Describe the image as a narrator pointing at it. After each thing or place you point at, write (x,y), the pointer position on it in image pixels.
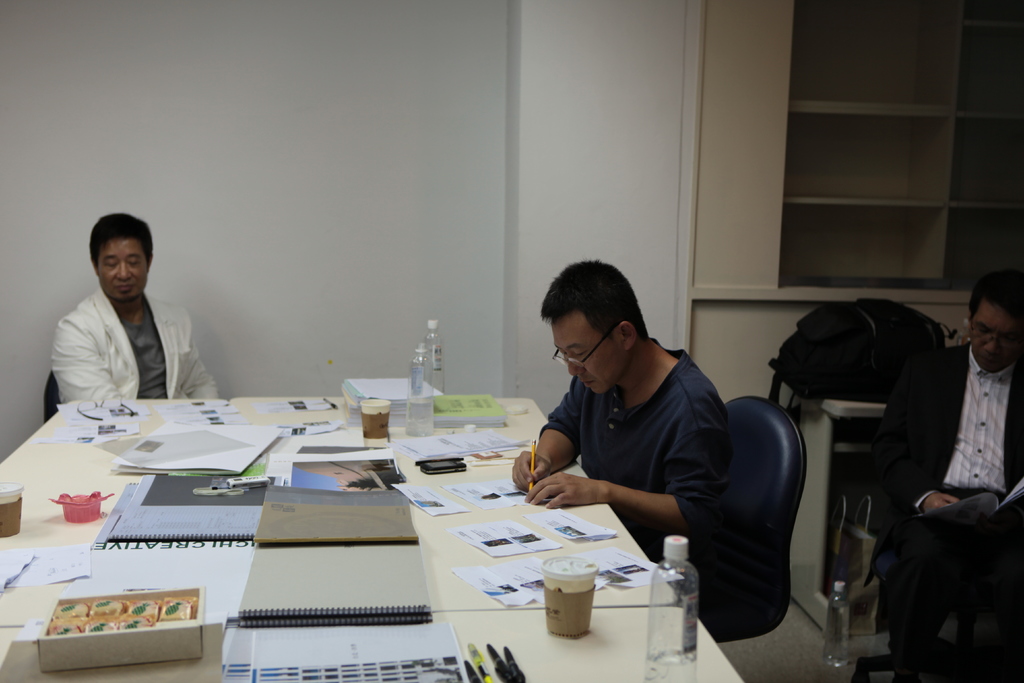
In this image I see 3 men (1004,596) sitting on a chair (971,608) and this 2 men (1018,590) over here are wearing spectacles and there is a table (586,662) in front of him and there are lot of papers (383,388), books (231,475), cups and bottles (656,642). In the background (728,175) I can see wall (578,198), shelves (912,8), table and a bag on it.
